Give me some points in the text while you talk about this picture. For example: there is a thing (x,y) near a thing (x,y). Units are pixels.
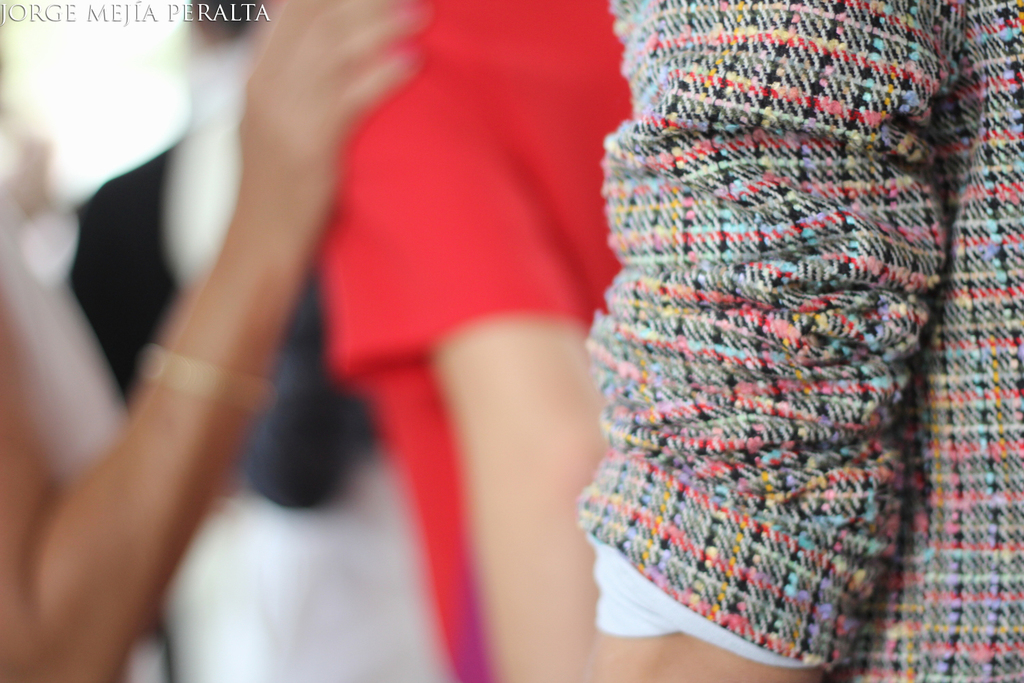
I see this is a blurred image and I see few people (236,139) and I see the watermark (202,11) over here.
